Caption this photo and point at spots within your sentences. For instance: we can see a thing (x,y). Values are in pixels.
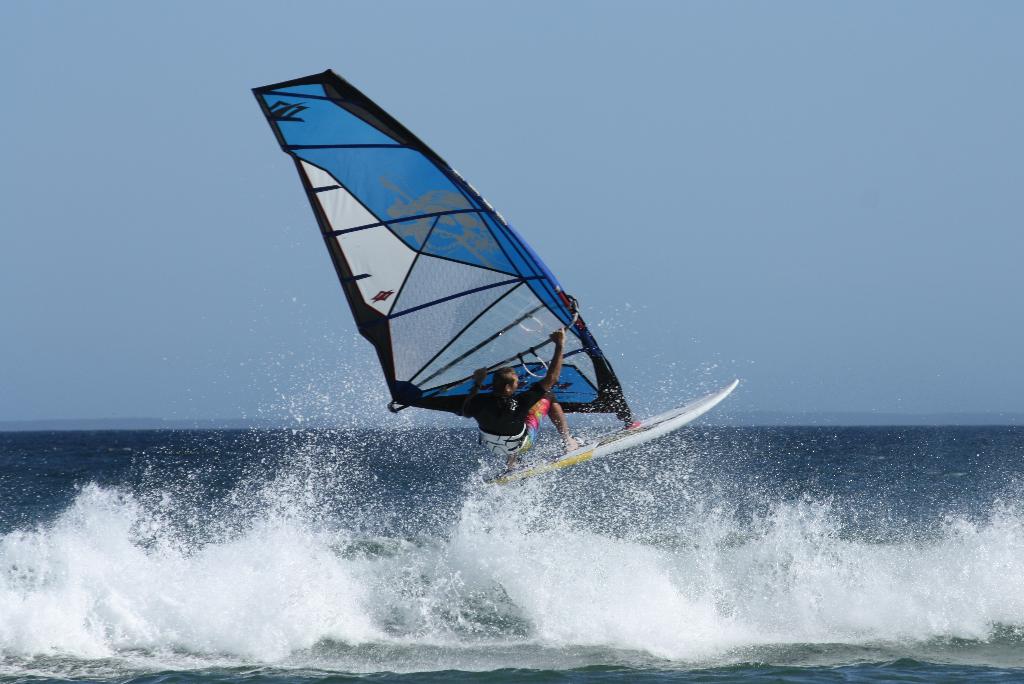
In the image there is a person (519,424) windsurfing in the ocean (555,531) and above its sky (354,76).
